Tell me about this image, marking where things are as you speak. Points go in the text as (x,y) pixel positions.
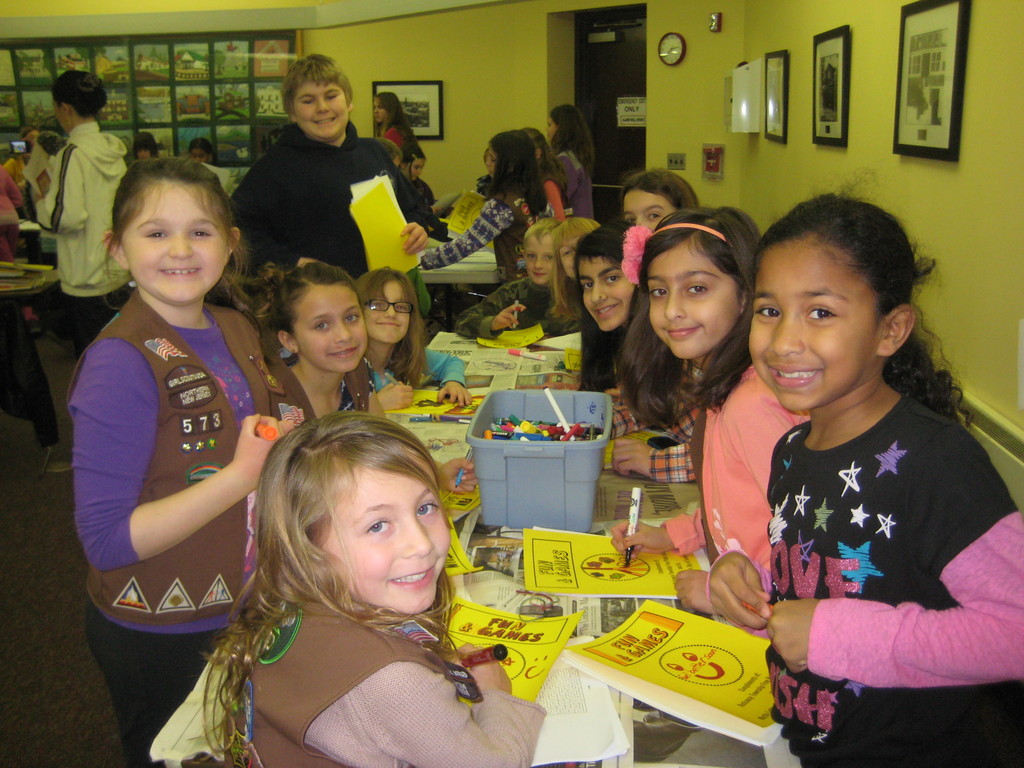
In this image there are group of persons (461,388), they are holding an object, there are tables (502,535), there are objects (495,424) on the tables (477,349), there are books (362,215), there is the wall (721,42), there are photo frames (438,103) on the wall (507,67), there is a wall clock (681,61) on the wall (672,89), there is a door (627,25).
